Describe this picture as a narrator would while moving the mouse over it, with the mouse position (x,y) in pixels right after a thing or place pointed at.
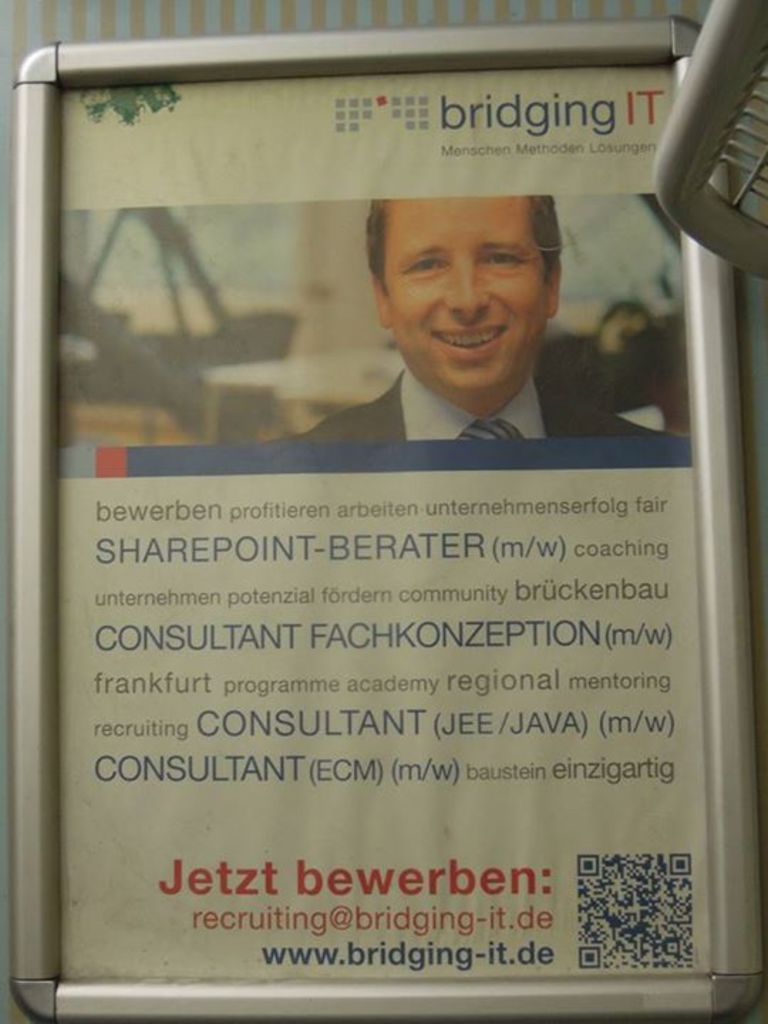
Here we can see a poster (318,237) in a frame (50,980) on a platform (109,0). On the right (748,114) at the top corner (734,117) there is an object (699,110) and on the poster (467,676) we can see a man picture (444,420) and texts (397,560) written on it.
